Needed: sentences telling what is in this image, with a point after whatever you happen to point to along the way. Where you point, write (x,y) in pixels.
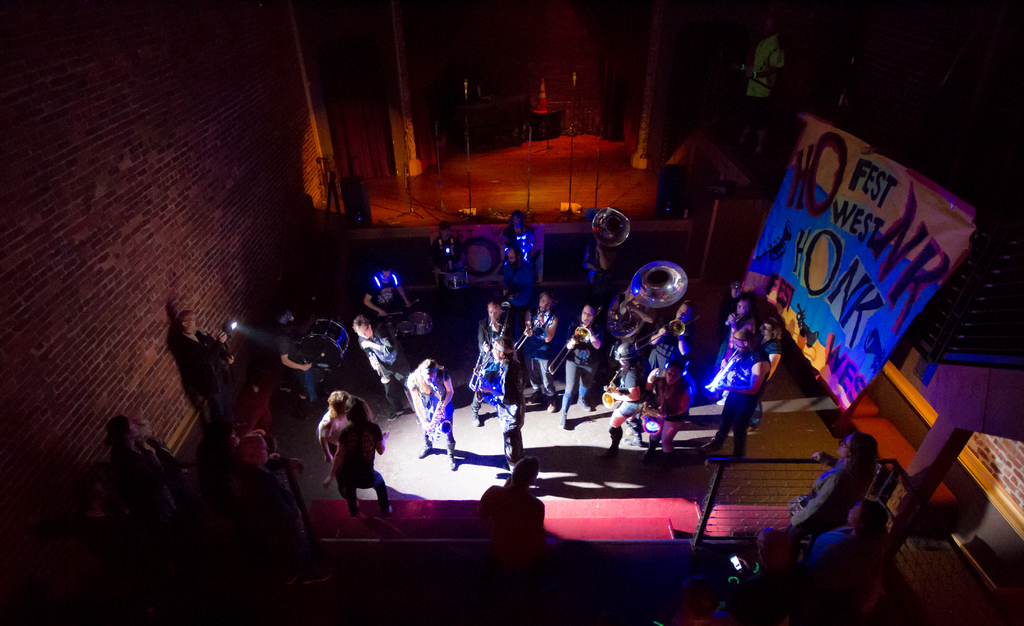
In this image we can see a group of people (531,471) standing on the floor (543,466). In that some are holding the musical instruments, a torch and some devices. We can also see a banner (832,368) with some text (856,292) on it, some poles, a fence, speaker boxes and the walls (151,368).
